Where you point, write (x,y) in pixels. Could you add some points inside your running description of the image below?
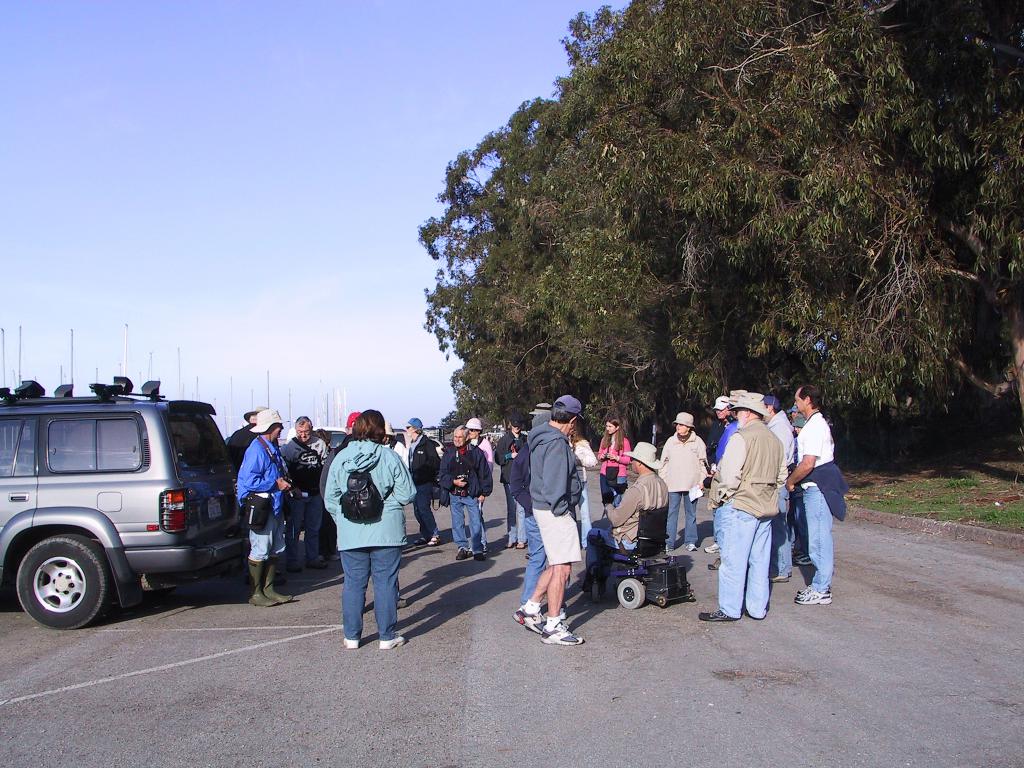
There are many people (432,469) standing. Some are wearing caps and bags (365,475). And a person (623,500) is sitting on a wheelchair (632,563). On the right side (924,327) there are trees (713,260). On the left side (145,467) there is a vehicle (199,479). In the background (235,229) there is sky (308,230).
